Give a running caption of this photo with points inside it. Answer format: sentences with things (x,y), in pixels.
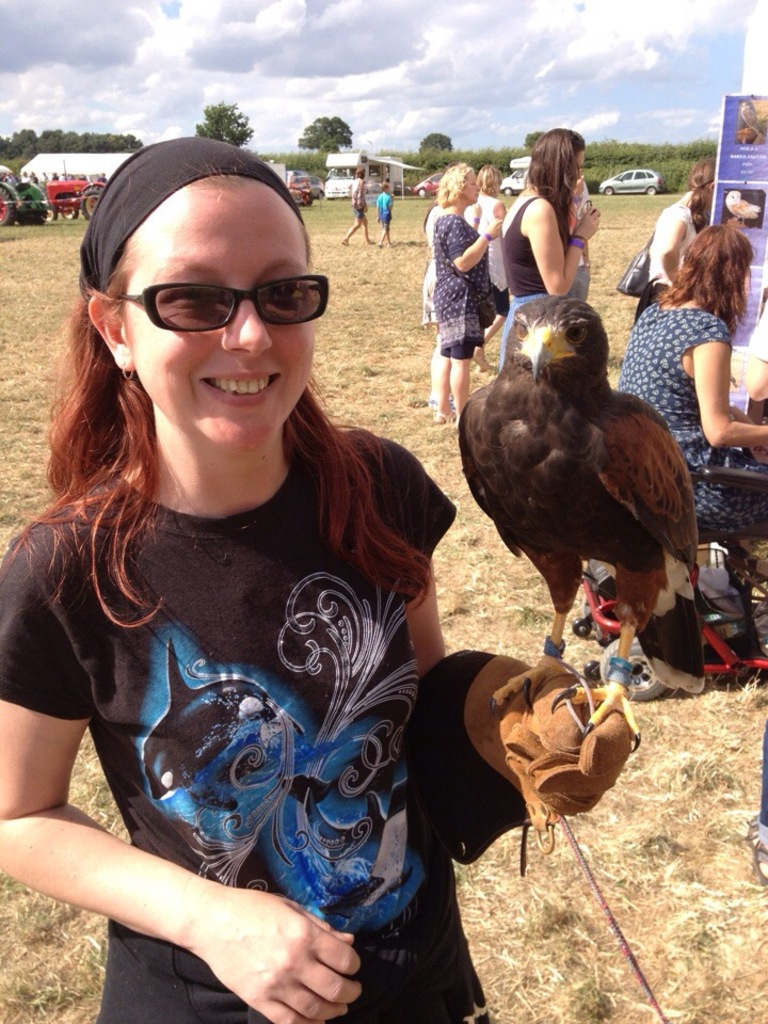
In the picture we can see a woman (88,487) standing on the ground (751,877) and on her hand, we can see a bird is standing and she is smiling and she is with a black T-shirt (430,877) and behind her we can see two women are standing and one woman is sitting near the banner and far away from them, we can see some people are walking and behind them we can see some tractors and some cars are parked and in the background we can see plants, trees (325,128), and sky (405,143) with clouds (369,44).
